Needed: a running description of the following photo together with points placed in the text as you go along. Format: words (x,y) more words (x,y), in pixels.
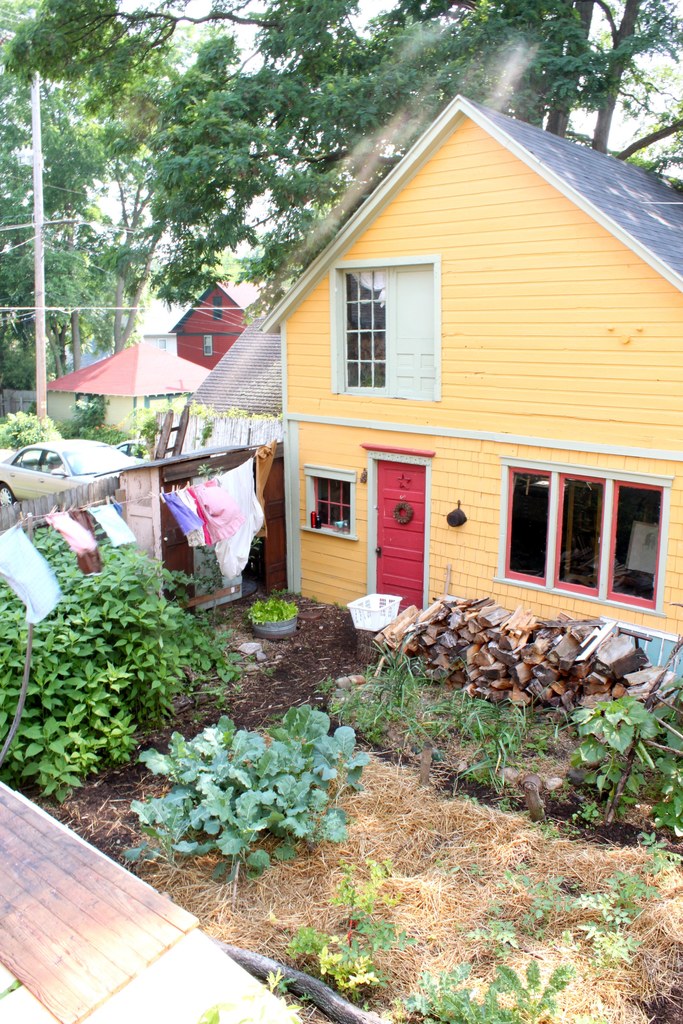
In this image I can see few plants (214,761), some grass (455,829), few wooden logs (471,663), few clothes (221,533) hanged to the rope (36,518), a house (462,356), a red colored door (405,524), a vehicle (106,446), a white colored basket (378,614), a pole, few trees (77,21), few other buildings (185,335) and the sky (590,40) in the background (596,30).
